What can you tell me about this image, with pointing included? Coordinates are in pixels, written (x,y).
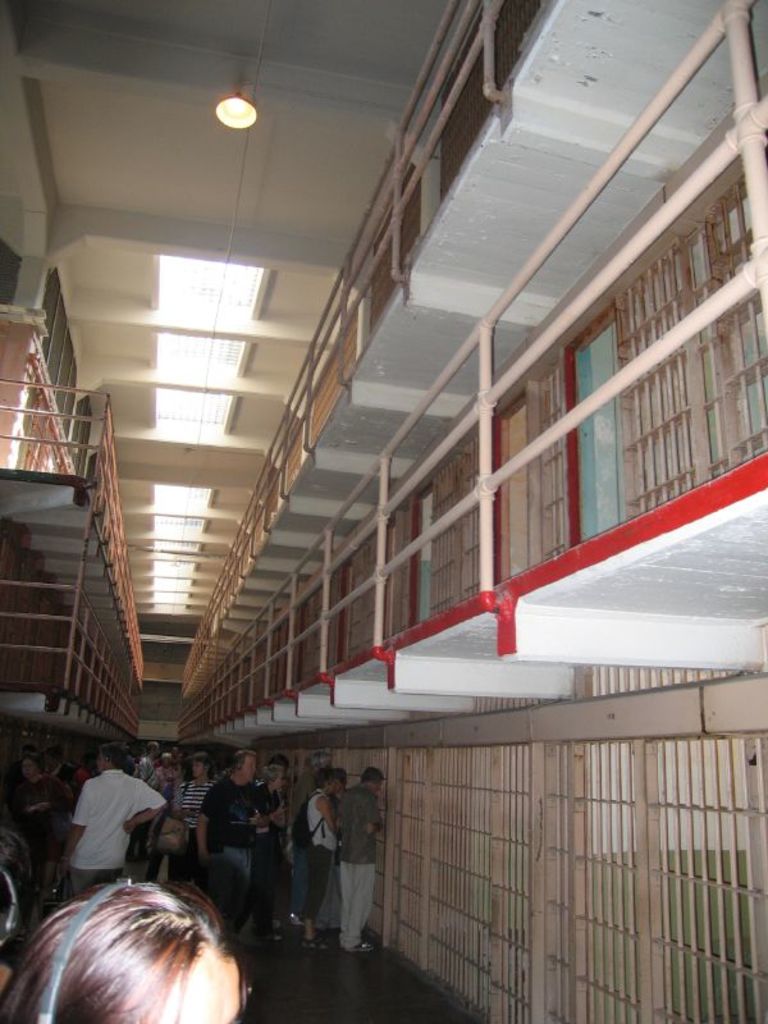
In the picture I can see people (235,920) walking on the floor (380,987), here I can see grills (719,457), steel railing (253,540), glass ceiling (228,374) and lights (221,106) in the background (148,494).
